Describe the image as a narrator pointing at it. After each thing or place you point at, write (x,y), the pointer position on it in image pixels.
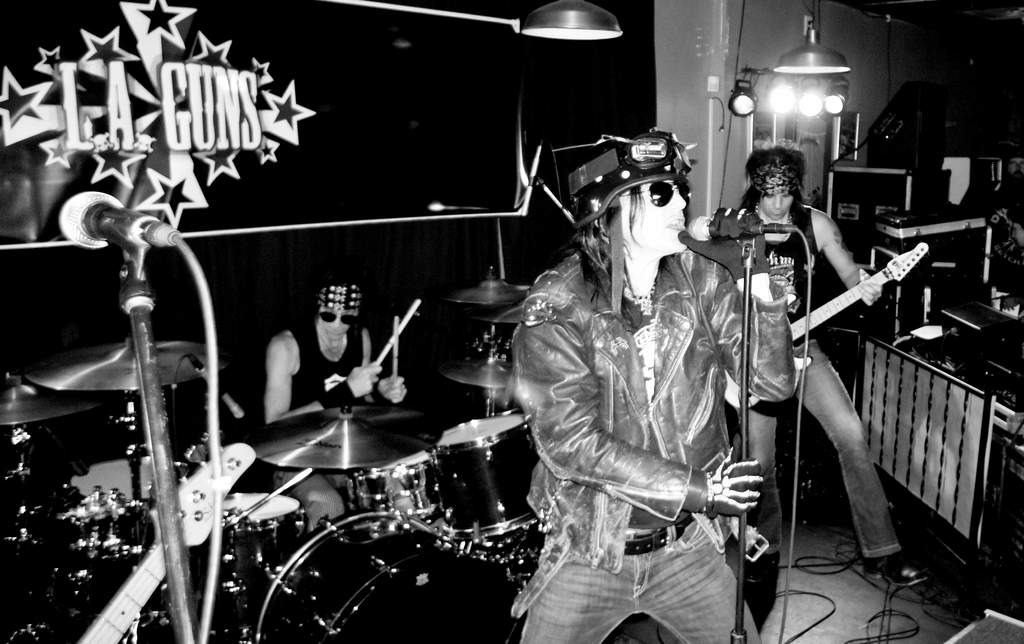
In this picture we can see three men (729,339) where one is playing guitar (803,328) and other is playing drums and here person (727,215) singing on mic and in background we can see banner (422,83), lights (839,68), speakers (920,109).
